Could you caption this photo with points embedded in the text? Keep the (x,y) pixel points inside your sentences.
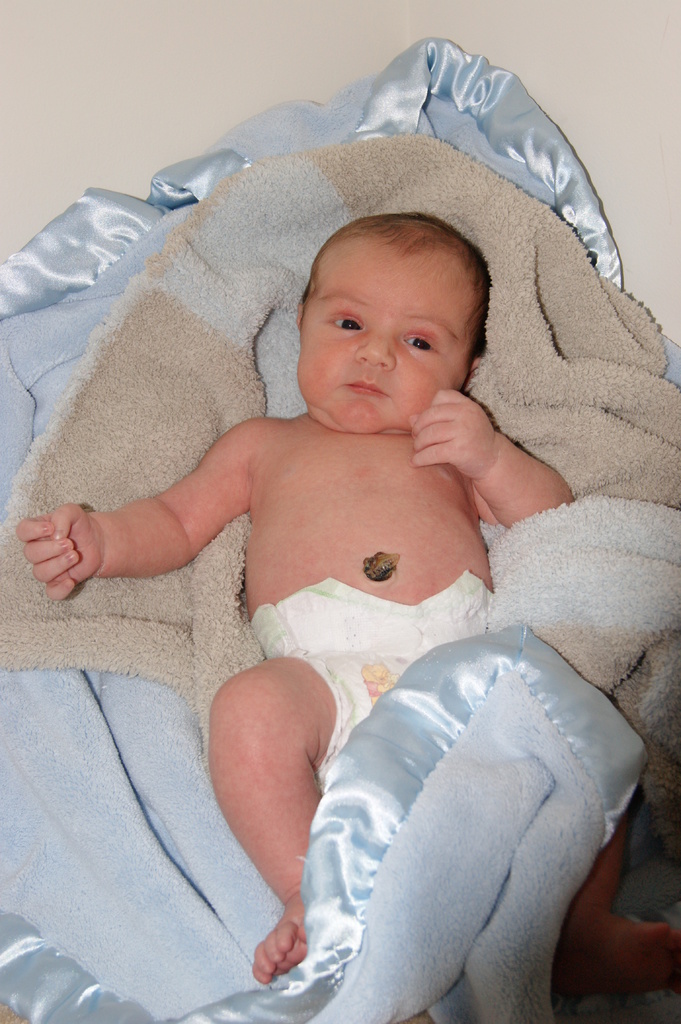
In this image I can see a baby (267,629) is laying on a bed sheet (605,406). At the top (185,79) there is a wall (154,79).
